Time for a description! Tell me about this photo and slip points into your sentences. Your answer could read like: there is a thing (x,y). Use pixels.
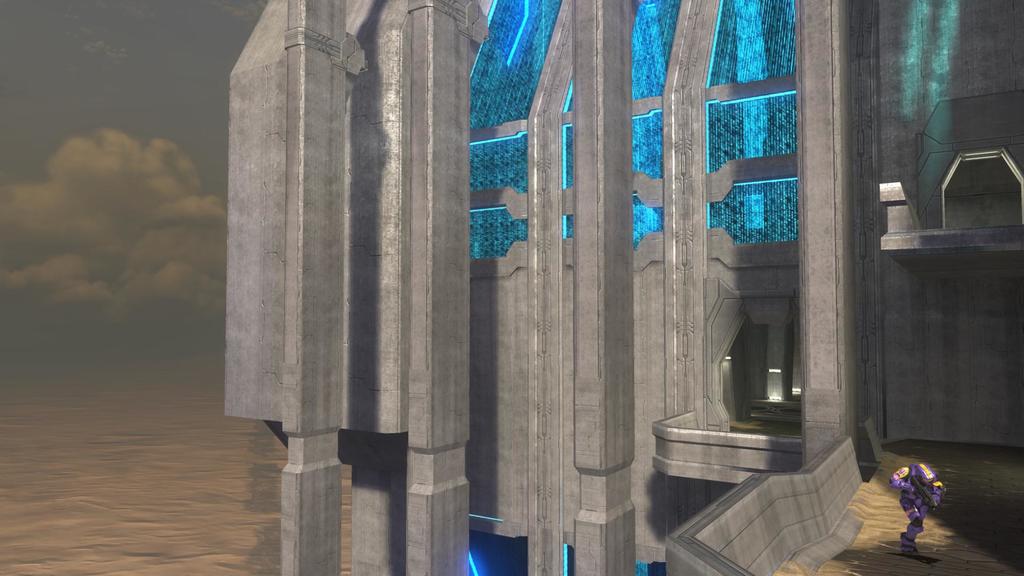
This image is an animation. In this image we can see a building (548,199). On the right (909,498) we can see a robot (911,522). On the left (112,462) there is water (129,464). In the background (137,324) we can see the sky (191,173).
